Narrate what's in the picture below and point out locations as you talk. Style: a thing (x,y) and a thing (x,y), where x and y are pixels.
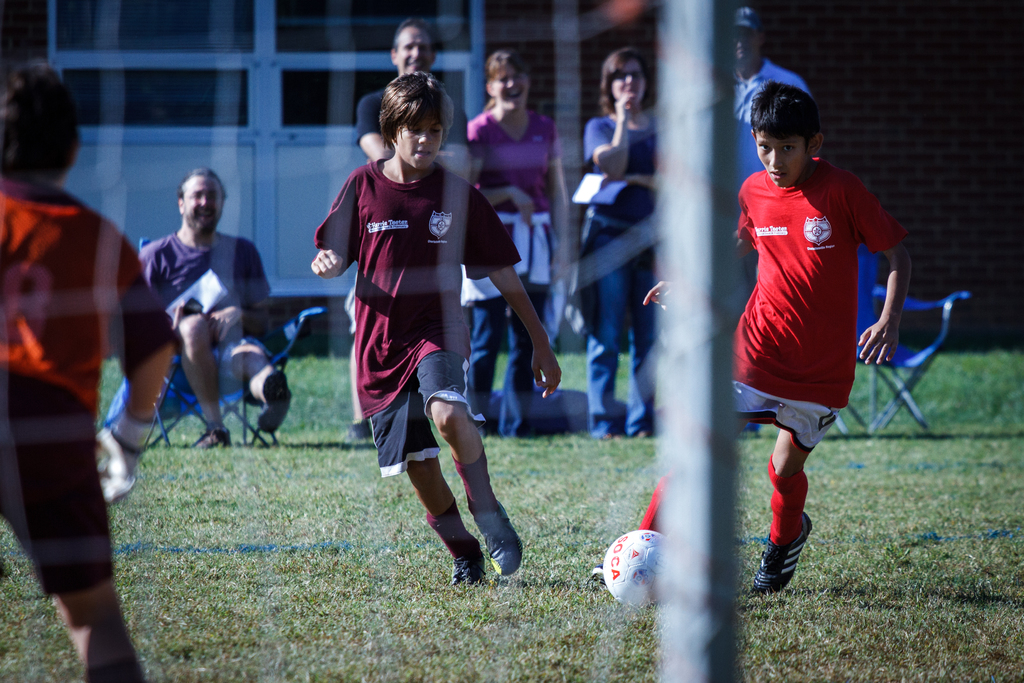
In this image there are 2 kids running and kicking a ball (650,577) in ground (355,516), and the back ground (428,35) there are group of people (588,340) standing and smiling, another person (199,185) sitting in chair (258,339), another person (1,237) standing near the net (508,394).
